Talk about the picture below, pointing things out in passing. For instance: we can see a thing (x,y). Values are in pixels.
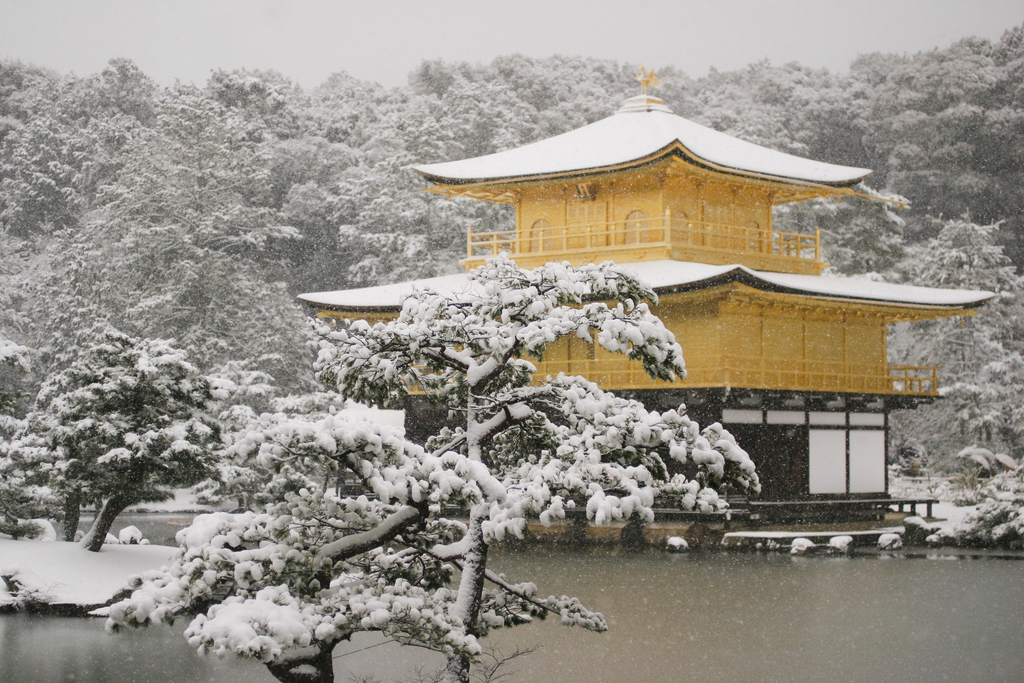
In this image, I can see a building (710,302) and trees (160,430) with the snow (725,447). At the bottom of the image (737,624), there is water (751,609). In the background (406,55), there is the sky (331,55).
